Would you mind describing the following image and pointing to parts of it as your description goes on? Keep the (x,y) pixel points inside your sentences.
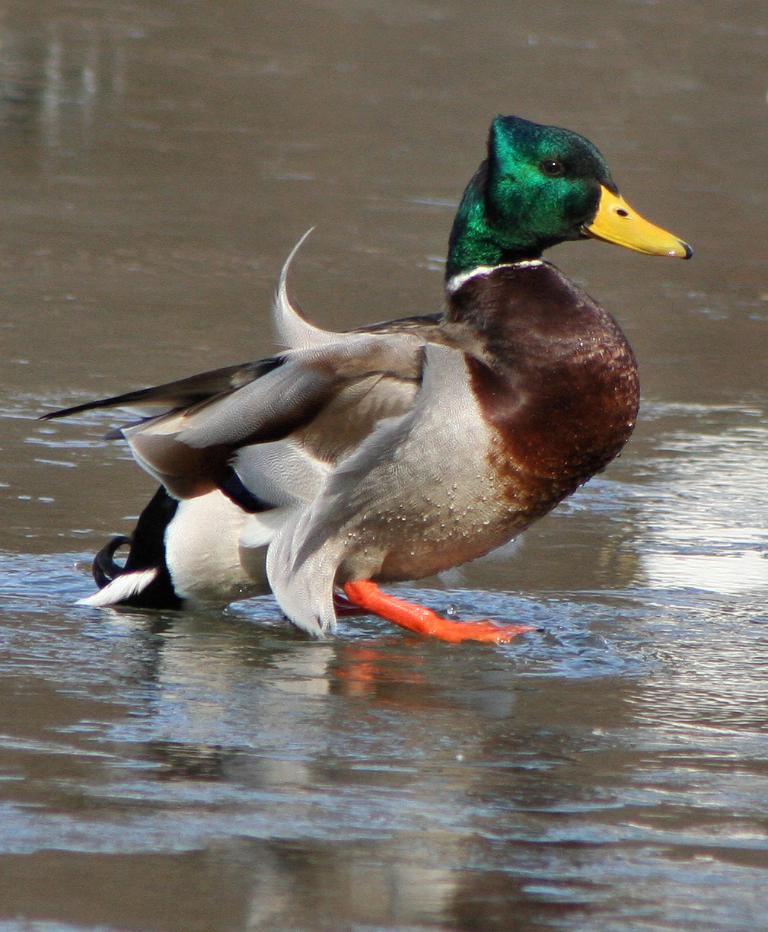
In this image we can see a duck (412,493) in the water (569,617).
